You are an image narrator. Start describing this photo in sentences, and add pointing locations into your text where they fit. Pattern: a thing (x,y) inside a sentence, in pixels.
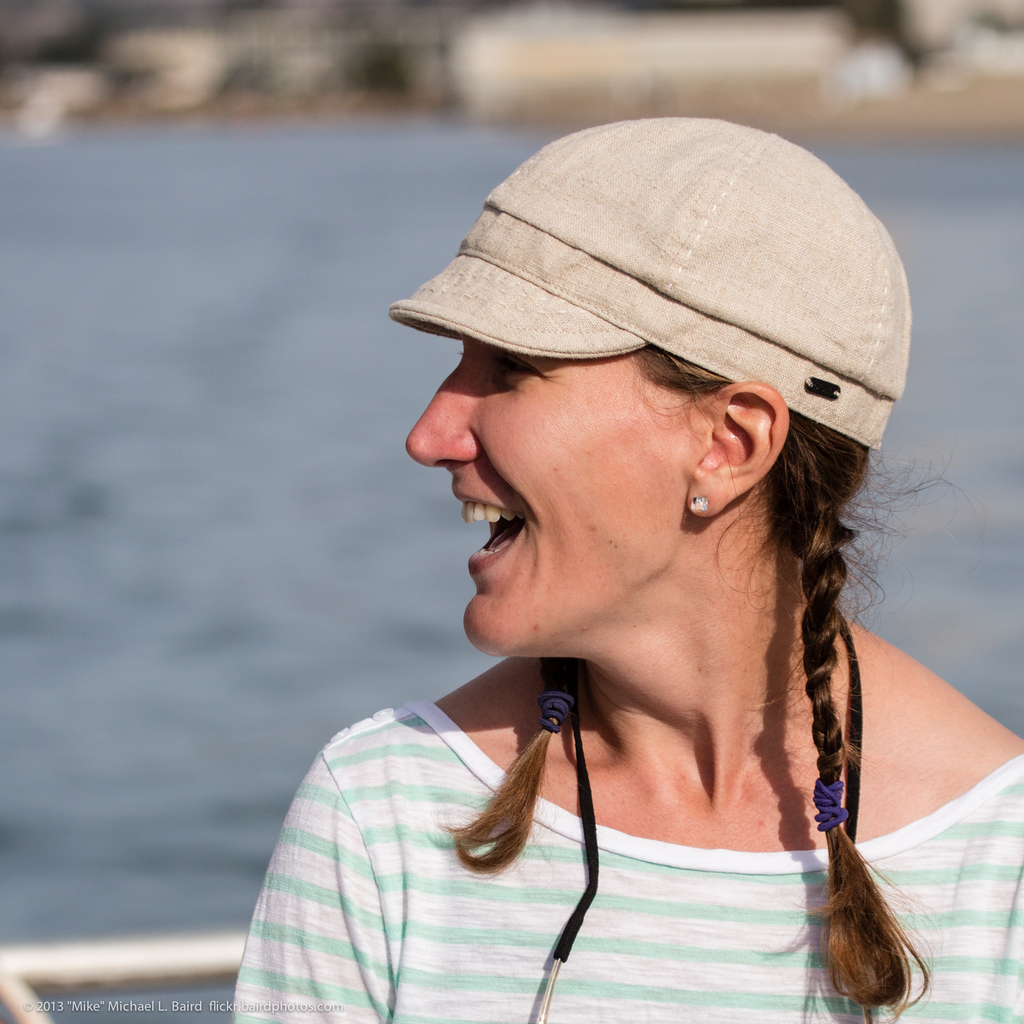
In this picture I can see a woman (661,883) wearing cap (499,203), behind I can see the water (205,581).
